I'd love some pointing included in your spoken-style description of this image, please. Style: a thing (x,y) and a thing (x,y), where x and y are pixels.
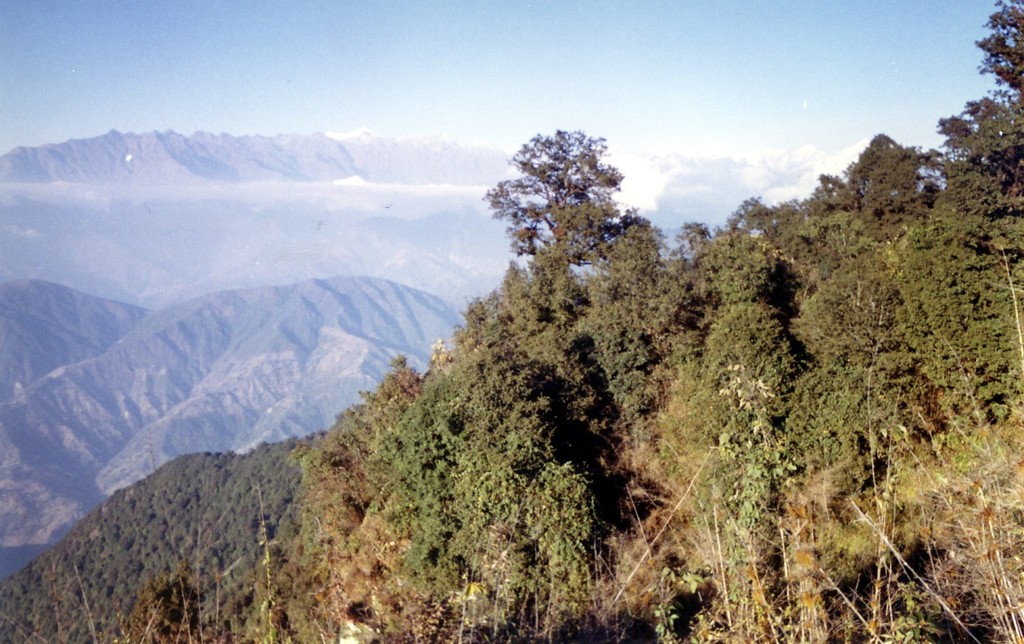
In this image we can see trees (611,493) on the hills (578,475), mountains (113,217) and sky (332,115) with clouds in the background (410,115).
